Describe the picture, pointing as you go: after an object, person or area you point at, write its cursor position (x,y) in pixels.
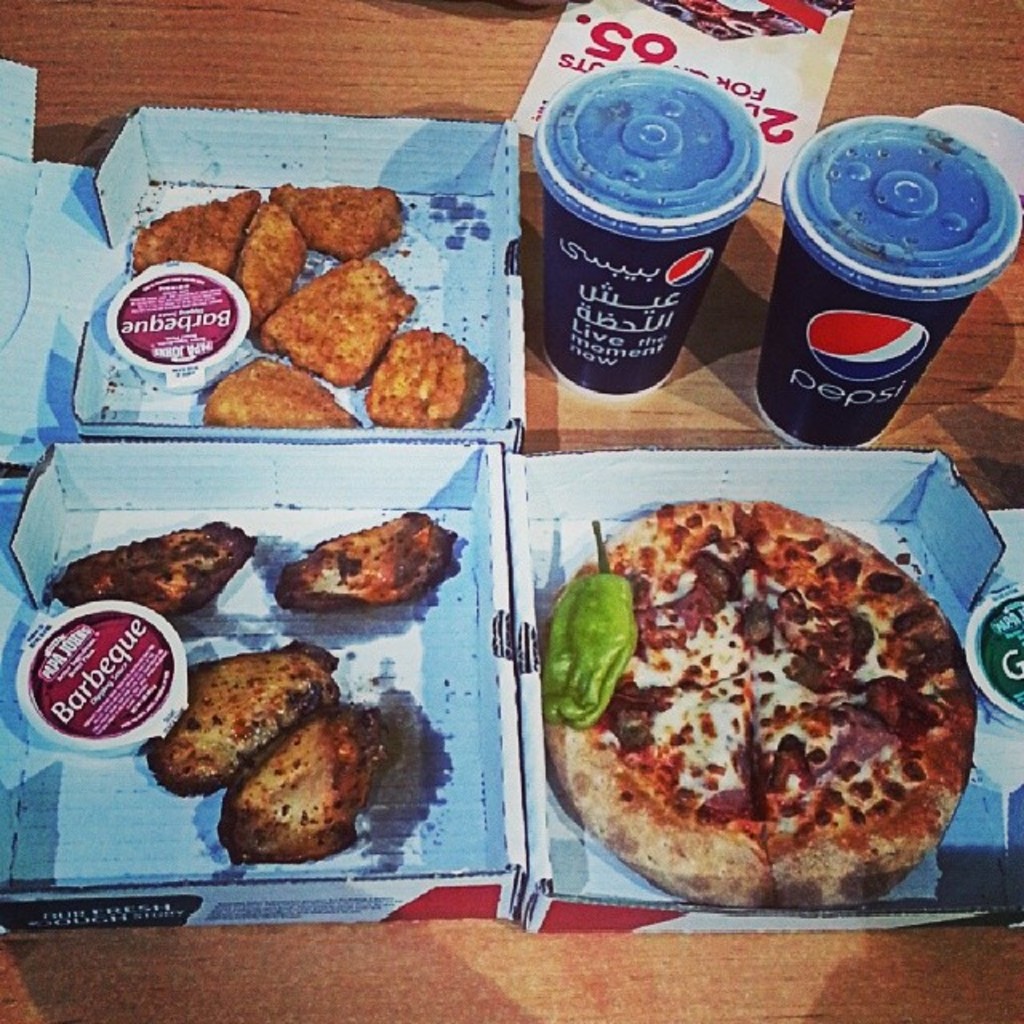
In this image I can see on the left side (157,317) there are food items (357,560) in the boxes (336,534), on the right side (822,639) there is a pizza (702,667). At the top (636,122) there are Pepsi glasses (798,294).
